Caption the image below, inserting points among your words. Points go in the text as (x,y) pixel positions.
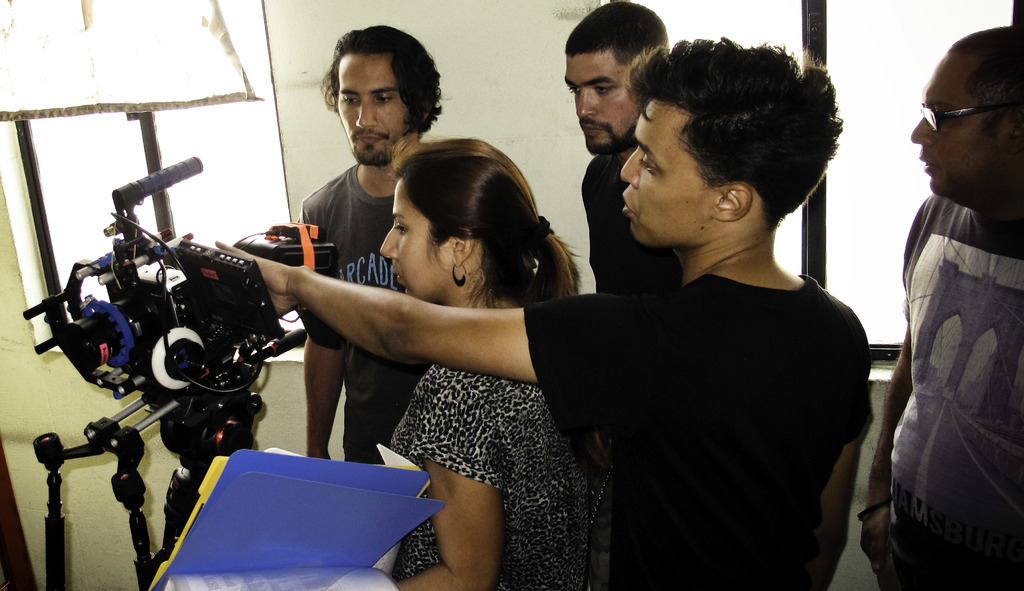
In this image we can see a woman (517,438) and four men (908,375). There is a camera (203,302) on the left side of the image (119,429). We can see files (322,554) at the bottom of the image (311,574). In the background (222,130), we can see the windows (760,24) and a wall (496,60).
